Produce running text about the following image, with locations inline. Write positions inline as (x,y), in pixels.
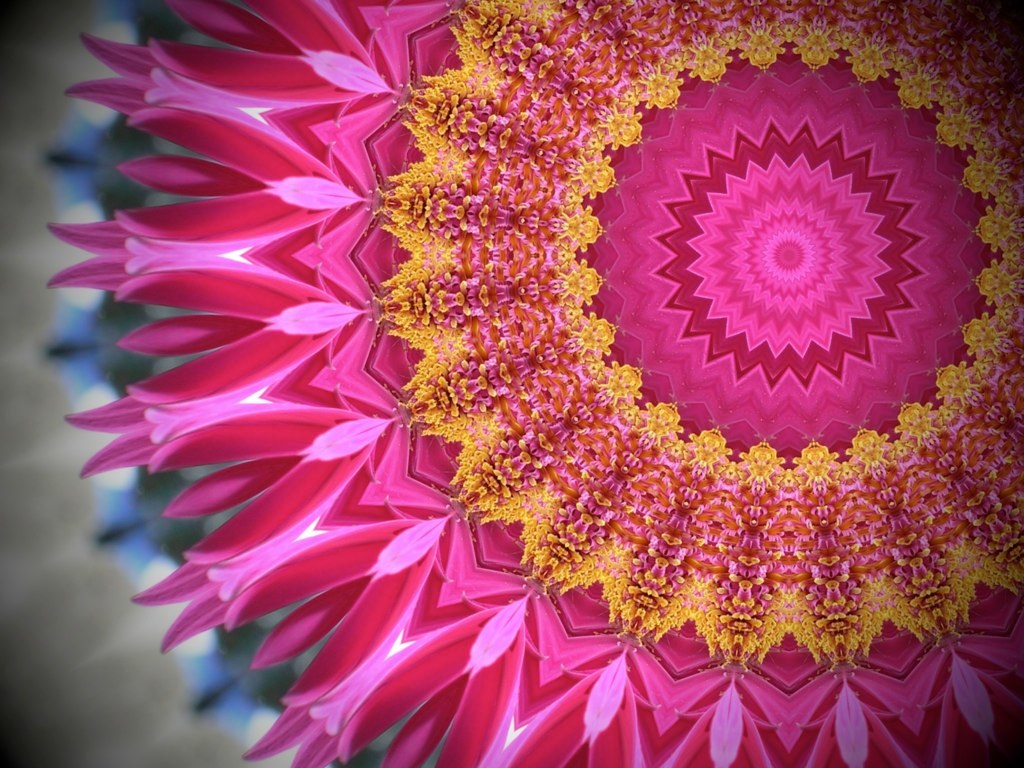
In this image there is a beautiful painting (647,443) with many colors.
